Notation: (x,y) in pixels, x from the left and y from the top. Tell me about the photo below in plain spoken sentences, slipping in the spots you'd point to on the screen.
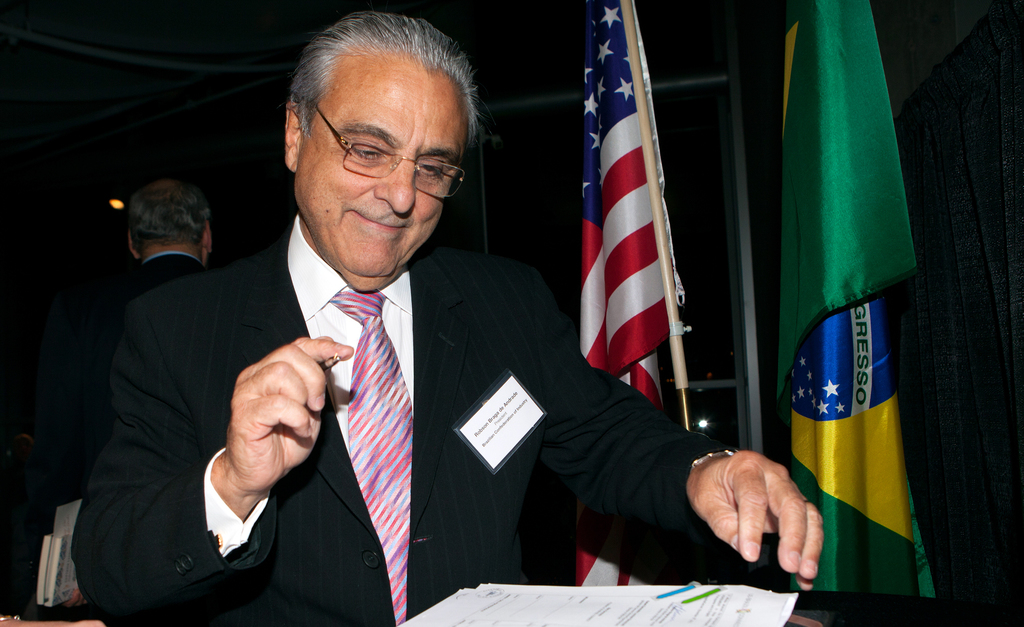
There is a person (436,202) holding a pen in the foreground area of the image (535,450), there are papers (613,608) in front of him. There are flags (588,226) and a man (184,204) in the background (598,264).
